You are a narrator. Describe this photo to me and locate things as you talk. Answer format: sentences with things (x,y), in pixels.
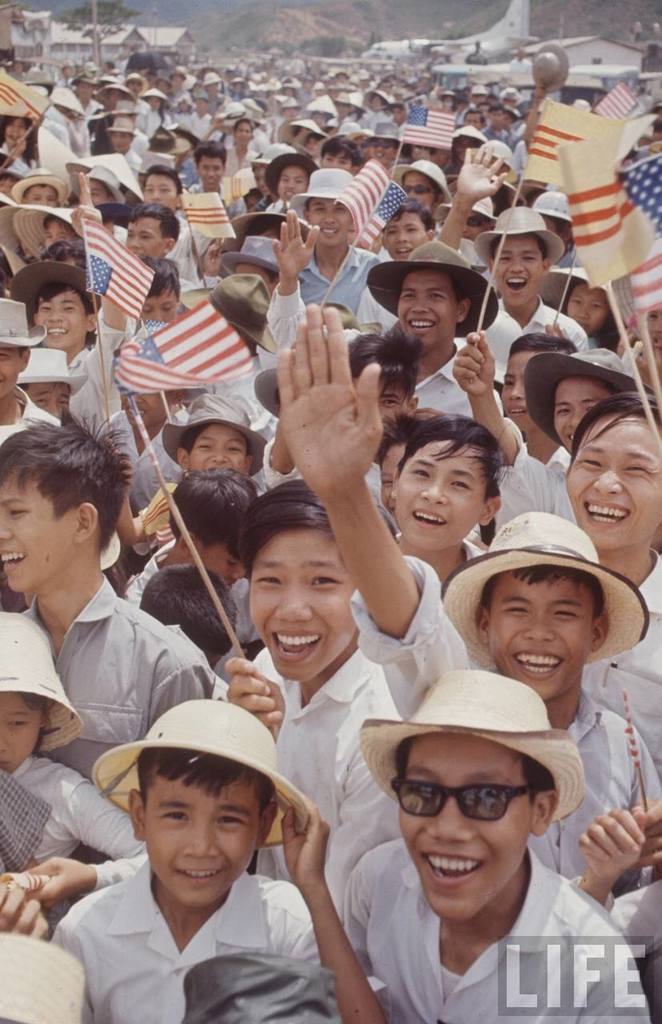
In this image we can see a group of people (537,801). These people (73,953) are holding flags (234,358). Far we can see plane (500,34), houses (571,57) and tree (74,19). Right side of the image (626,958) there is a watermark (588,981).
